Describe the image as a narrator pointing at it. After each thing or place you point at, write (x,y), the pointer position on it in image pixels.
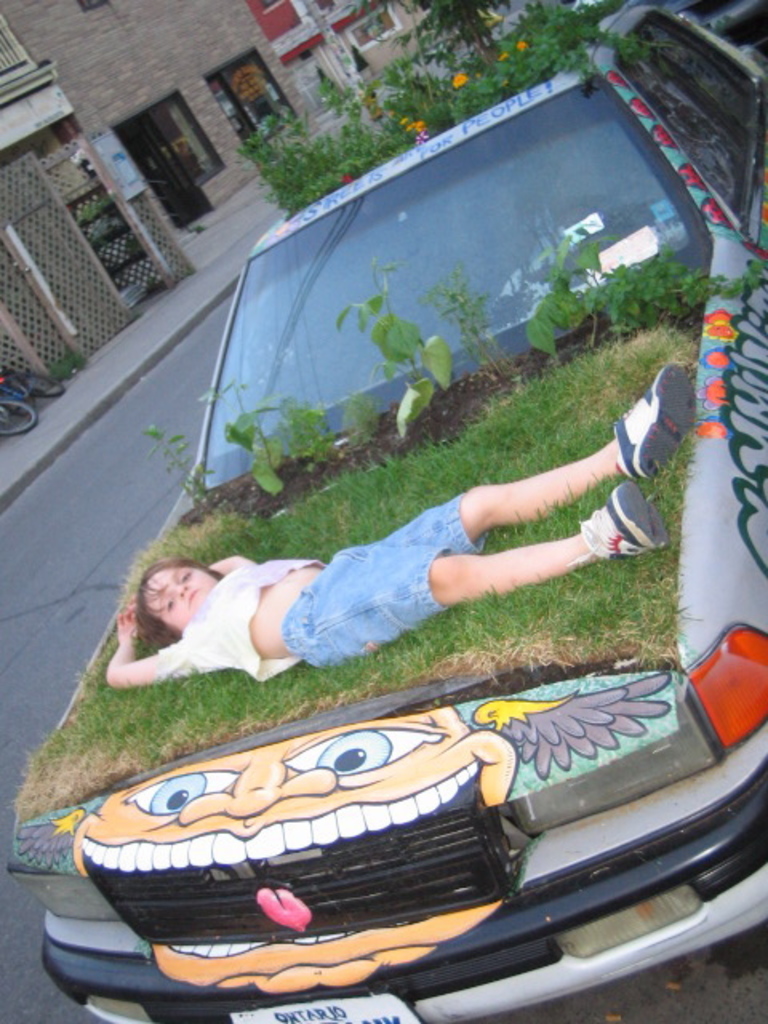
There is one kid (295,622) lying on a grassy surface (451,471) which is present on the car (373,381) as we can see in the middle of this image (456,345). There are buildings (253,103) in the background (371,61).
